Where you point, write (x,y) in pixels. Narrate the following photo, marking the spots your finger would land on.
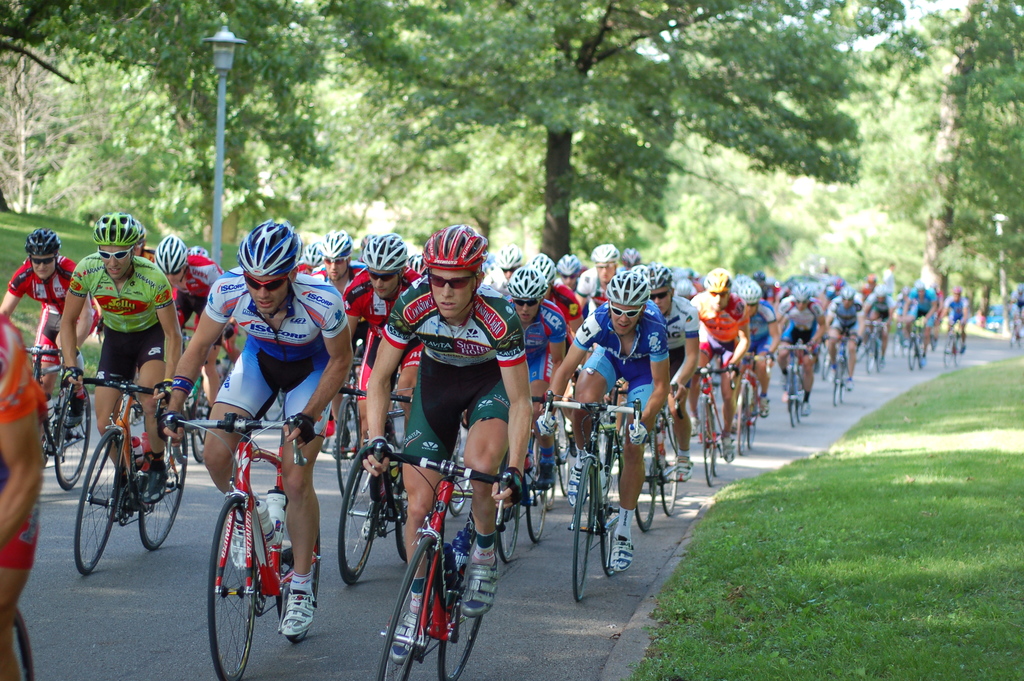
At the center of the image (568,310) there are people (496,455) cycling on the road (200,620). On both right and left side of the image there is grass (714,503) on the surface (858,563). In the background of the image (680,146) there are trees (696,55) and street lights (1002,220).
